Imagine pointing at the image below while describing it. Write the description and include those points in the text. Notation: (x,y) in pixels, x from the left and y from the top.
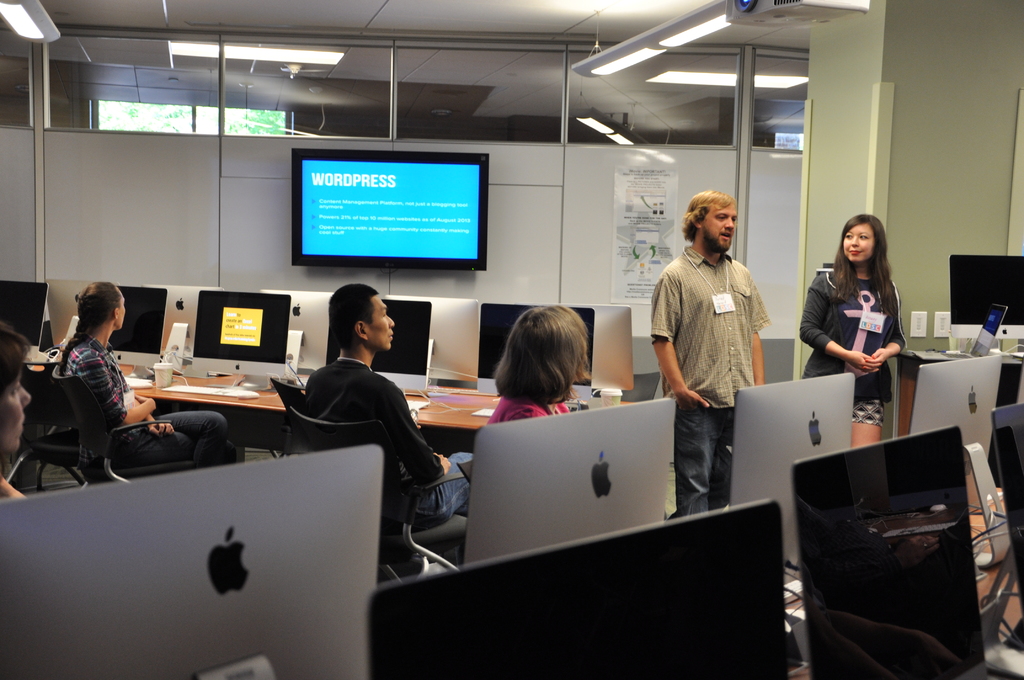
This picture might be taken in an office (138,227), in this image there are some people (142,403) who are sitting on chairs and also there are some desks (973,520). On the desks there are some computers (274,538), keyboards (216,390), mouses (256,393), and some cups (153,374). On the right side (739,322) there are two persons (854,335) who are standing and one person (729,320) is talking, in the background (678,54) there is a wall (709,159) with glass windows (616,112). On the wall (275,177) there is one television (316,176) and at the top (313,24) there is ceiling (548,12) and some lights (699,36), on the right side (887,109) there is a wall (855,111).
